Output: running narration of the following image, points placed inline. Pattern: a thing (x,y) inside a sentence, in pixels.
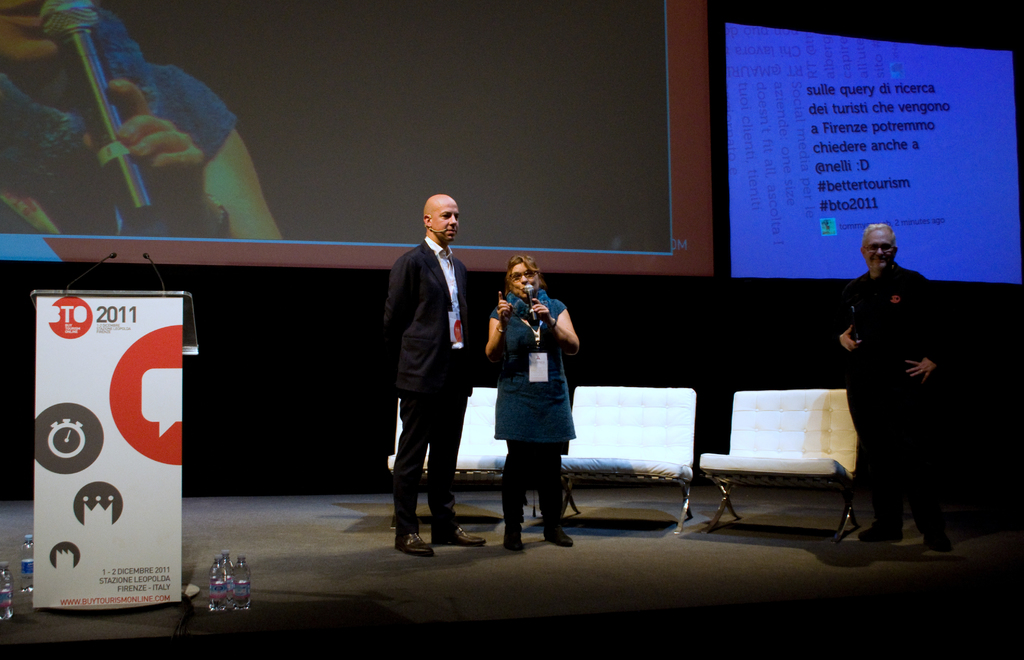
Three people (520,278) two men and a woman (522,295) stand on the dais (498,533). the woman (510,267) speak with the help of a microphone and we see a podium (42,296) and water bottles (238,558) and we see a projector screen (702,150).
